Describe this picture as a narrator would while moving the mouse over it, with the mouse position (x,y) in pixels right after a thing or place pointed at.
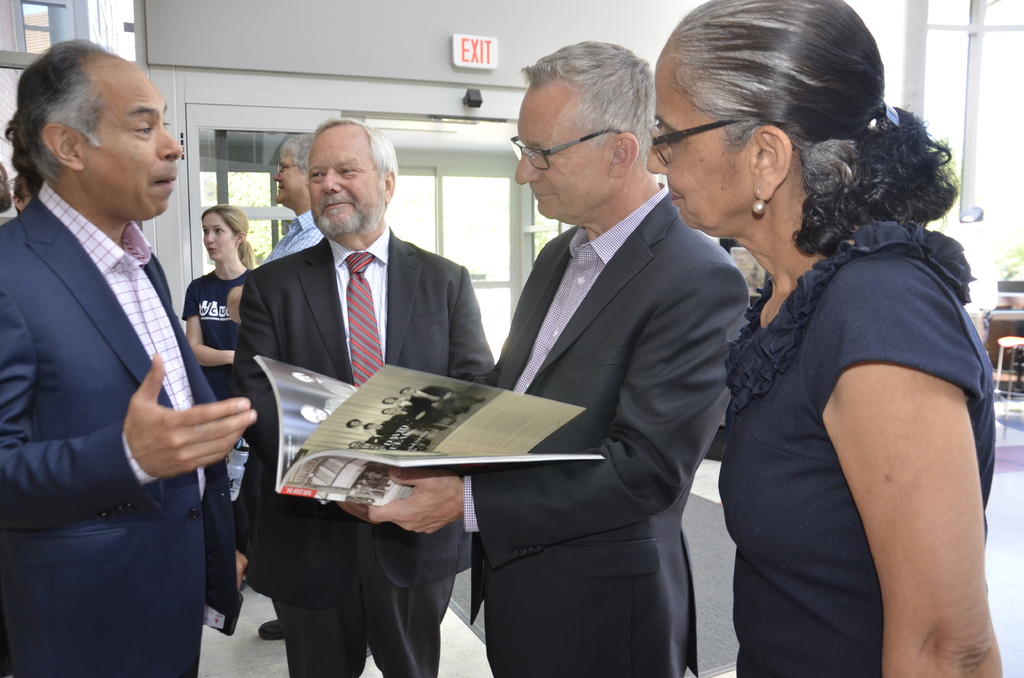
In this image we can see a few people (636,438) standing and among them one person (534,114) holding a book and in front of him there is a person (125,65) talking. In the background (551,2), we can see the wall (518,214) with a board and there is some text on it.
